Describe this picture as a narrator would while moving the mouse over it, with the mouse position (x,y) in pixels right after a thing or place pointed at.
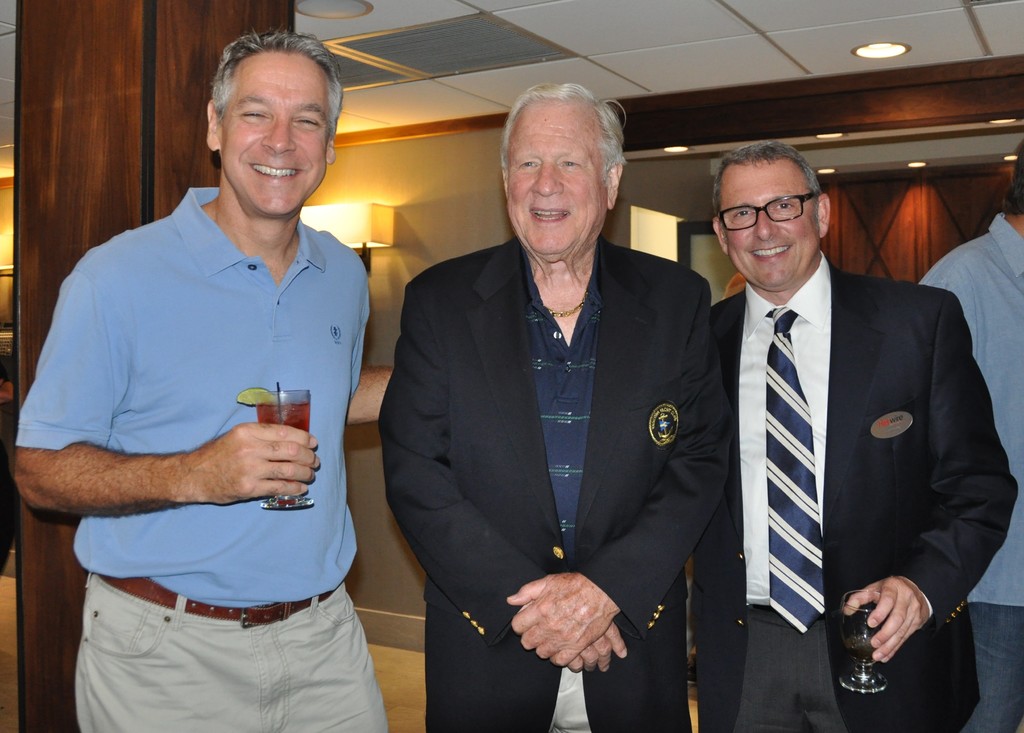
In the image there are three men (582,333) standing in the foreground (508,545) and posing for the photo and behind them there is a wall (420,181) and a light (308,216).
